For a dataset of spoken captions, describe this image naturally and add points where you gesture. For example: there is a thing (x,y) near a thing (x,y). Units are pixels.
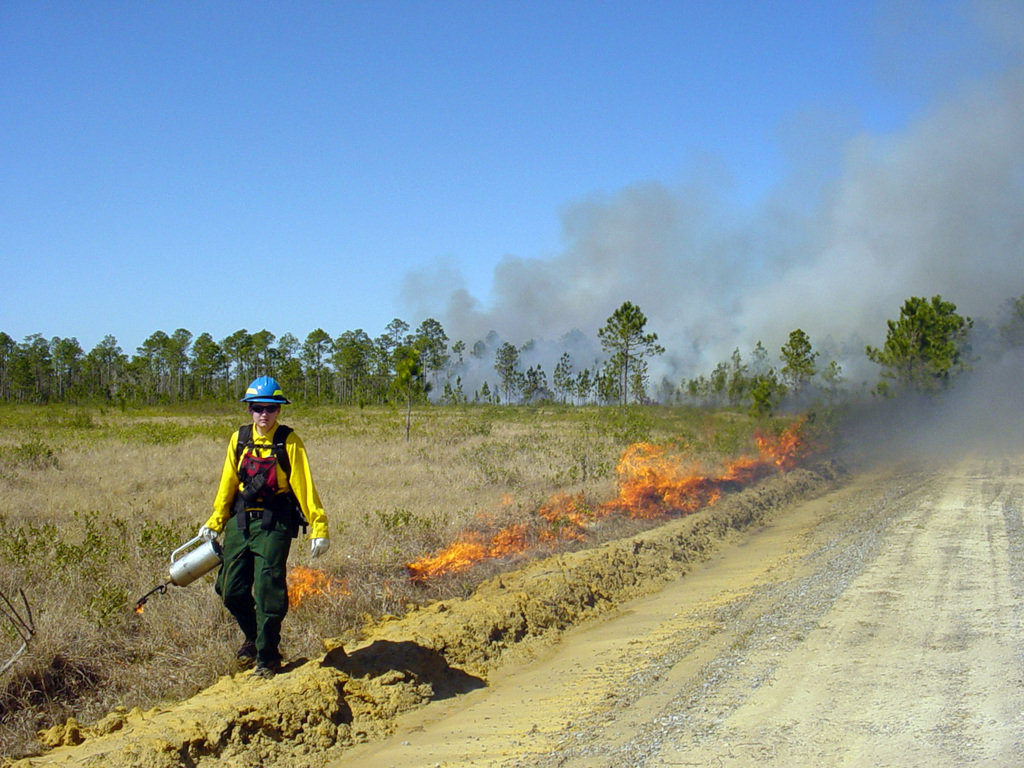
In this image we can see a man (283,607) is walking. He is wearing yellow and green color dress (250,561) with blue helmet (275,392) and holding something in his hand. Background of the image (17,378) trees (632,365) are there and fire (743,462) is there. Right side of the image (921,247) smoke (909,292) is present. The sky (338,184) is in blue color.
